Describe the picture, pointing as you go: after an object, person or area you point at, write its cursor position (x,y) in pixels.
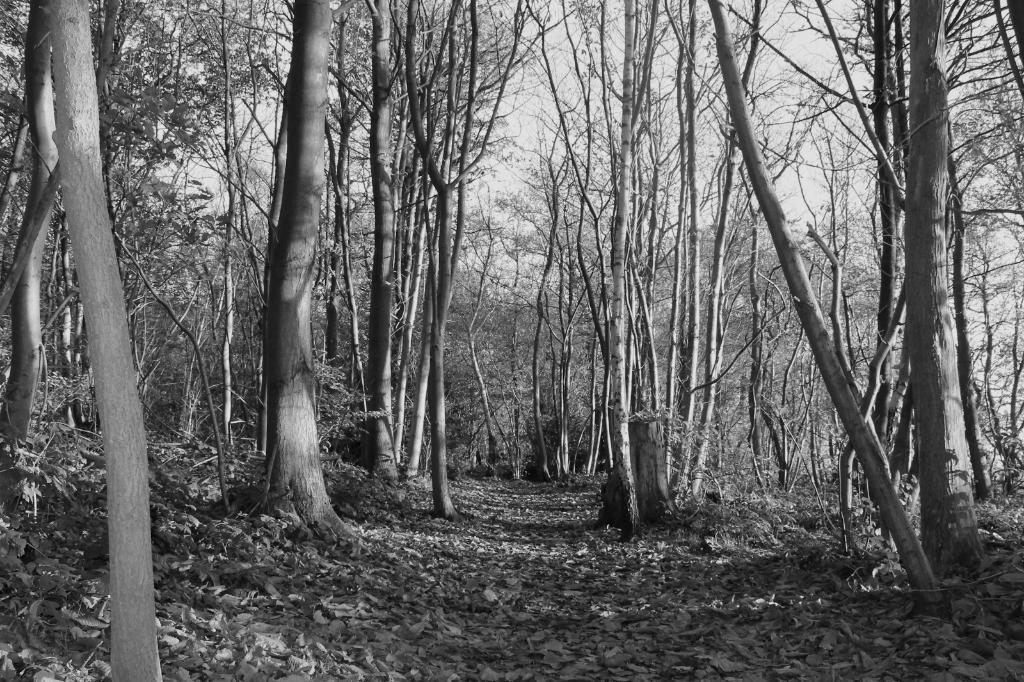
This is a black and white image. In this image we can see a group of trees (710,330), the bark (383,379) of the trees (311,510), some dried leaves (524,590) on the ground (534,619) and the sky (512,101).
